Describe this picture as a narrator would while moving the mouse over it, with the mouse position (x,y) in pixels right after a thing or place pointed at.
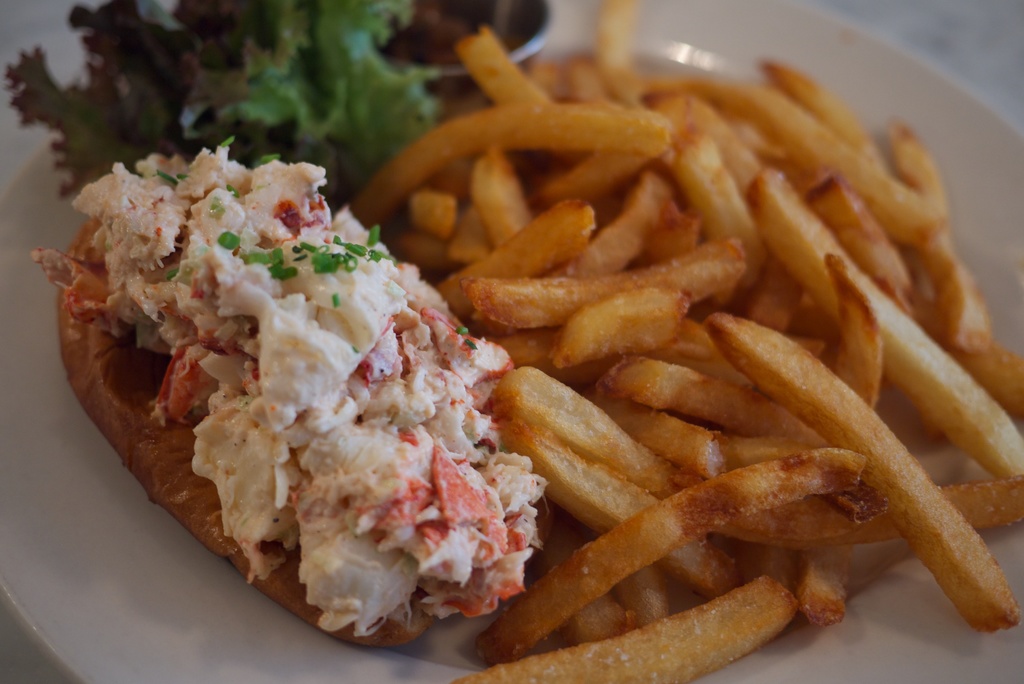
We can see plate (184,598) with fries (560,103) and food (100,308).
